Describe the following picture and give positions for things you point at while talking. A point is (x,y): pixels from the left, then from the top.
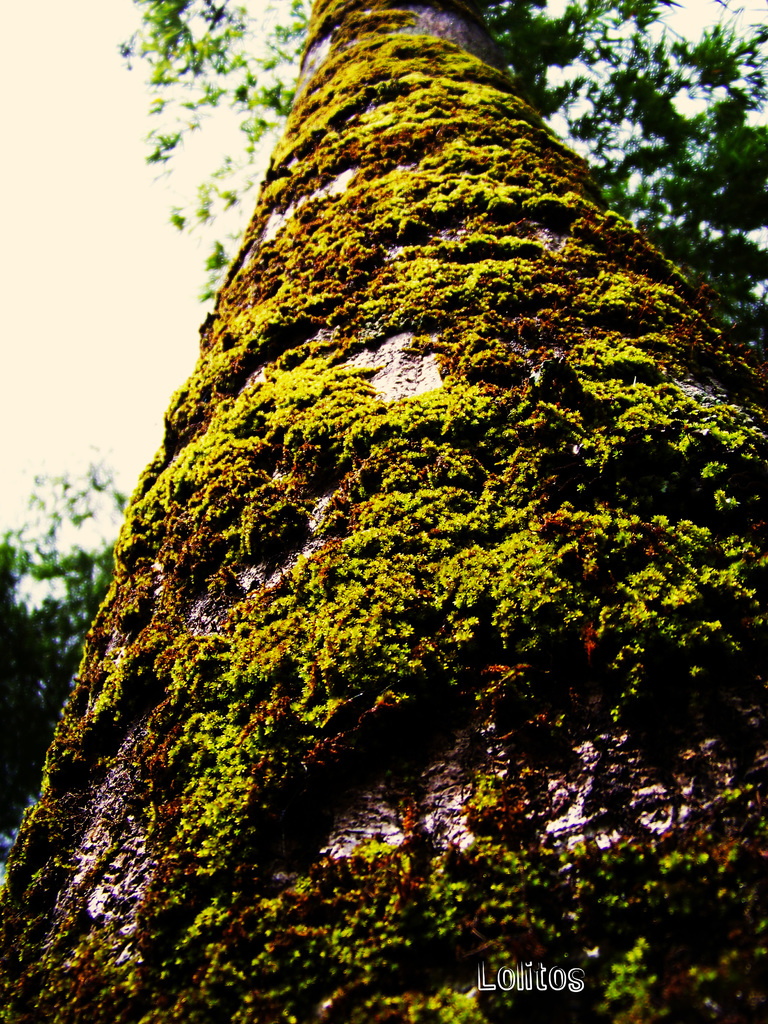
This is a tree (329,271). On the tree trunk (374,424) there are mosses (364,492). In the back (92,229) there is sky (79,312). To the down there is a watermark (540,968).
